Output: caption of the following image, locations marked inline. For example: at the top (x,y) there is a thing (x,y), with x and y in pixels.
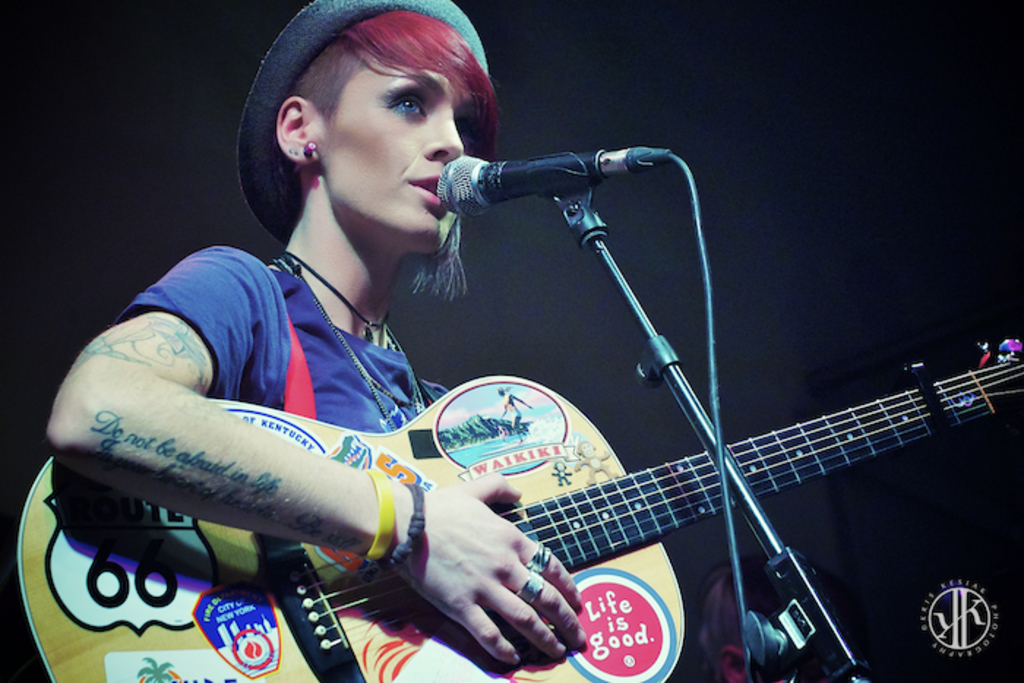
In this image a lady (311,236) is singing in front of her there is a mic (561,161). She is wearing blue t-shirt (231,310) and a hat (254,93). She is playing guitar (556,481). The background (110,58) is dark.
